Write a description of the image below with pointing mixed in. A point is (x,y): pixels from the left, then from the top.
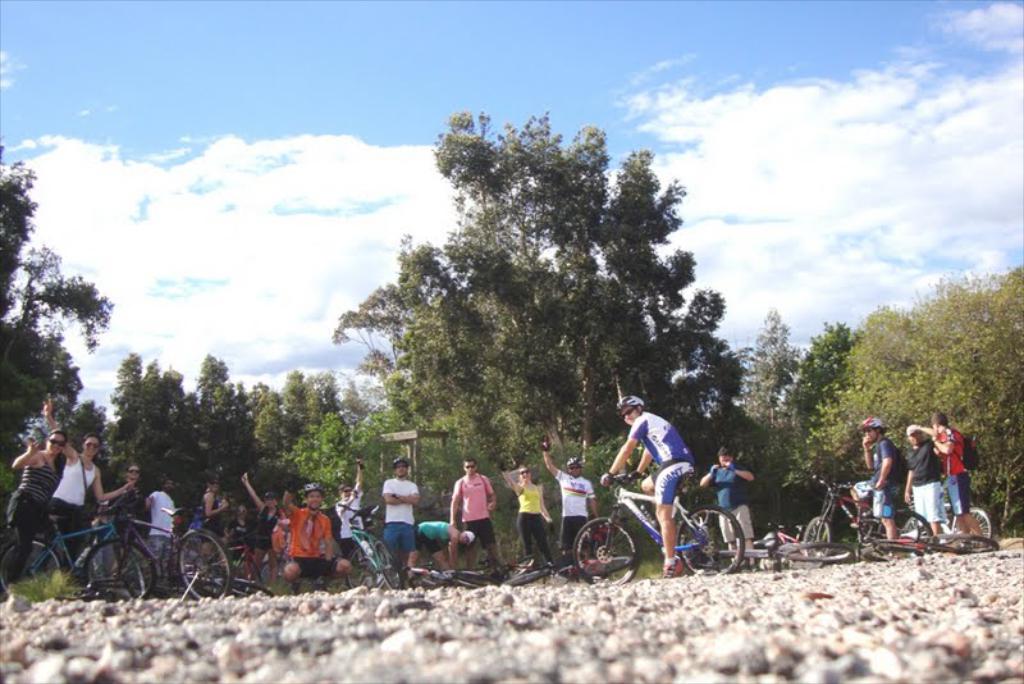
Here in this picture we can see number of people (266,541) standing on the ground (466,589) over there and we can also see some bicycles (820,539) present on the ground (338,587) and we can see some people (77,492) are sitting on bicycles (584,544), with helmets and goggles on them and behind them we can see trees (377,444) and plants (306,456) present all over there and we can see clouds (344,142) in the sky (120,206).
